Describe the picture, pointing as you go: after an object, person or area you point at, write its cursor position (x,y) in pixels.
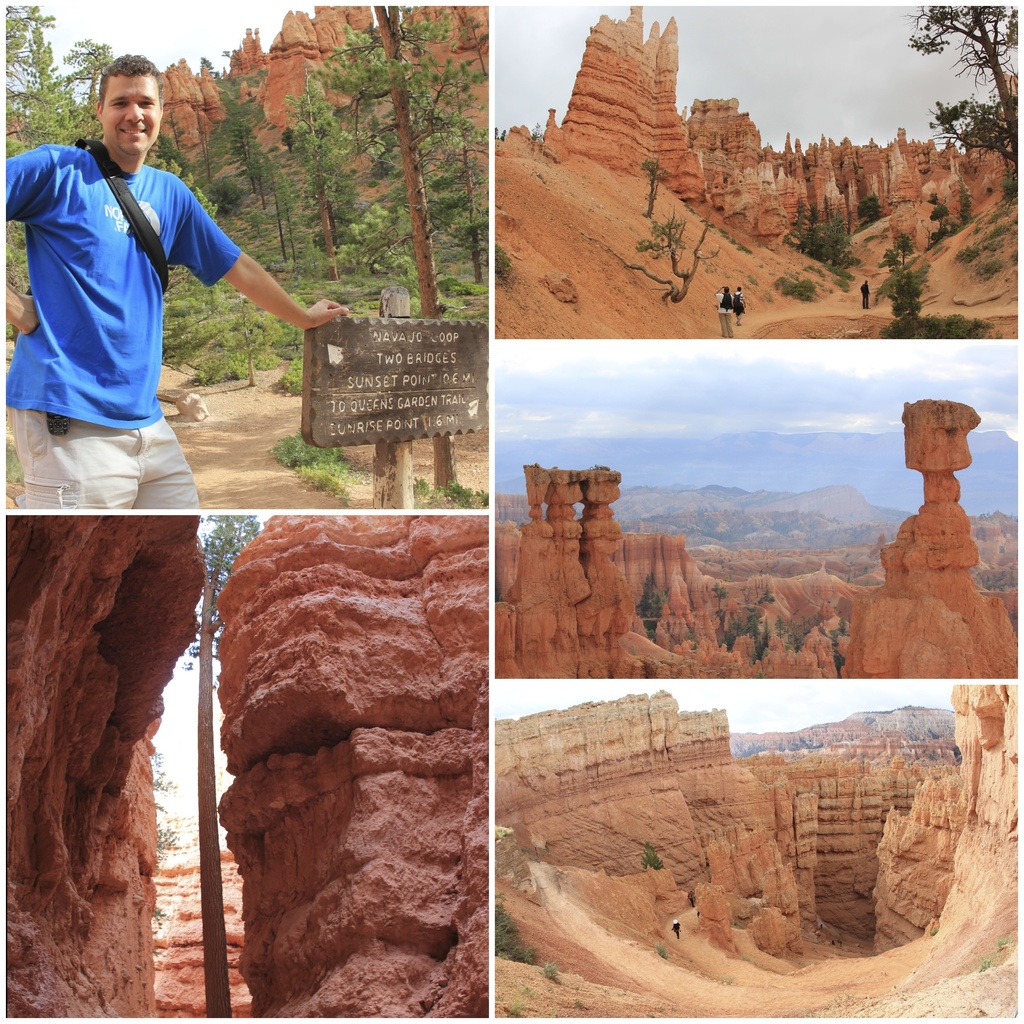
This image looks like an edited photo in which I can see rock formations (646,820), trees (905,273), group of people (868,292), board (432,349), rocks (456,588) and the sky (804,693).
